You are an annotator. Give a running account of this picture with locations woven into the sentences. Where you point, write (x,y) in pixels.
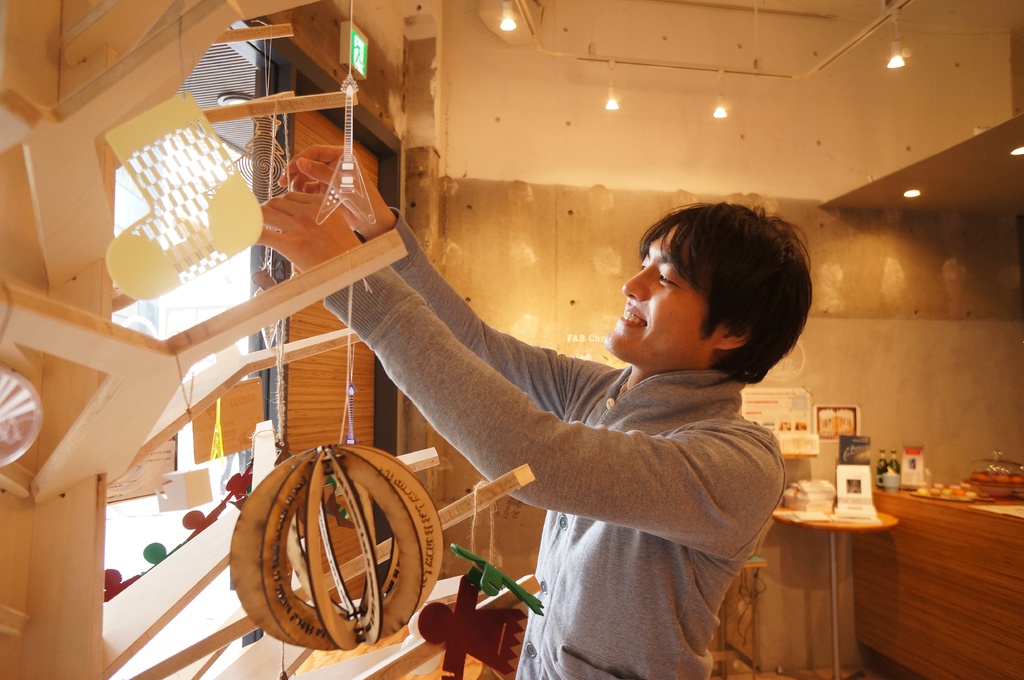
This image is taken from inside. In this image we can see there is a person (606,560) doing something and standing in front of the window (130,528), beside the window (243,68) there is a door (338,131). On the other side of the window (161,537) there is a wooden structure (30,146) on which there are few objects (21,393) hanging. On the right side of the image (986,514) there is a kitchen platform (910,494) on which there are few objects (922,488), beside that there is a table (837,524) with some objects (856,497) and there are few frames (819,415) and posters (745,392) are hanging on the wall (778,539). At the top of the image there is a ceiling (816,69) with lights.
